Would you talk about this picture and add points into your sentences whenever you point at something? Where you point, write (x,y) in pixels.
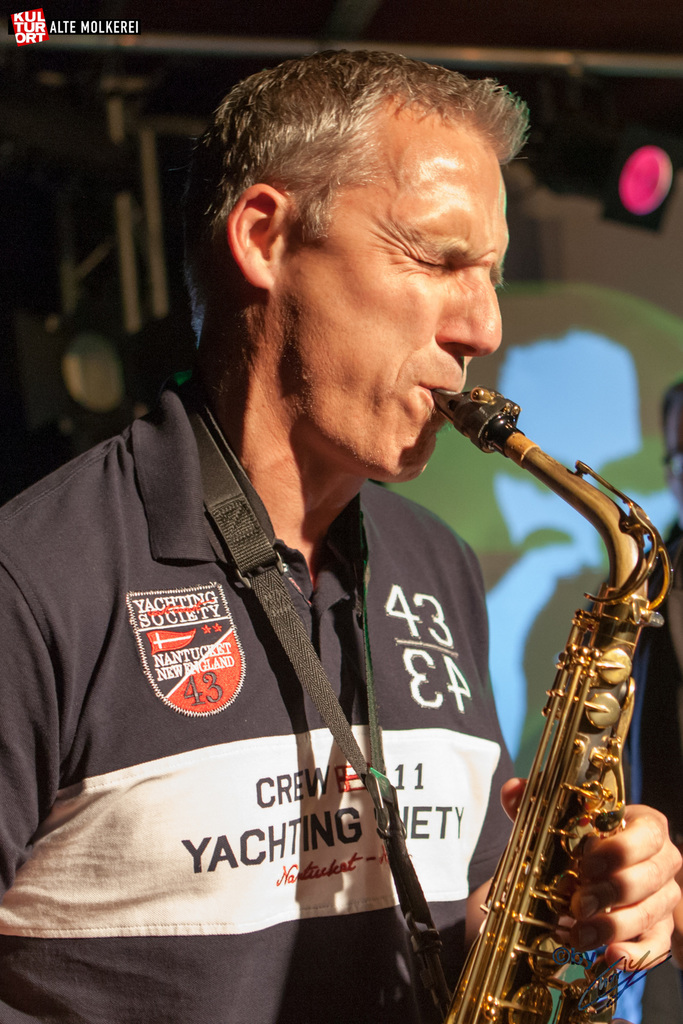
In this image we can see a person (400,684) standing and playing a musical instrument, in the background (598,174), we can see poles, light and the wall (573,307).
